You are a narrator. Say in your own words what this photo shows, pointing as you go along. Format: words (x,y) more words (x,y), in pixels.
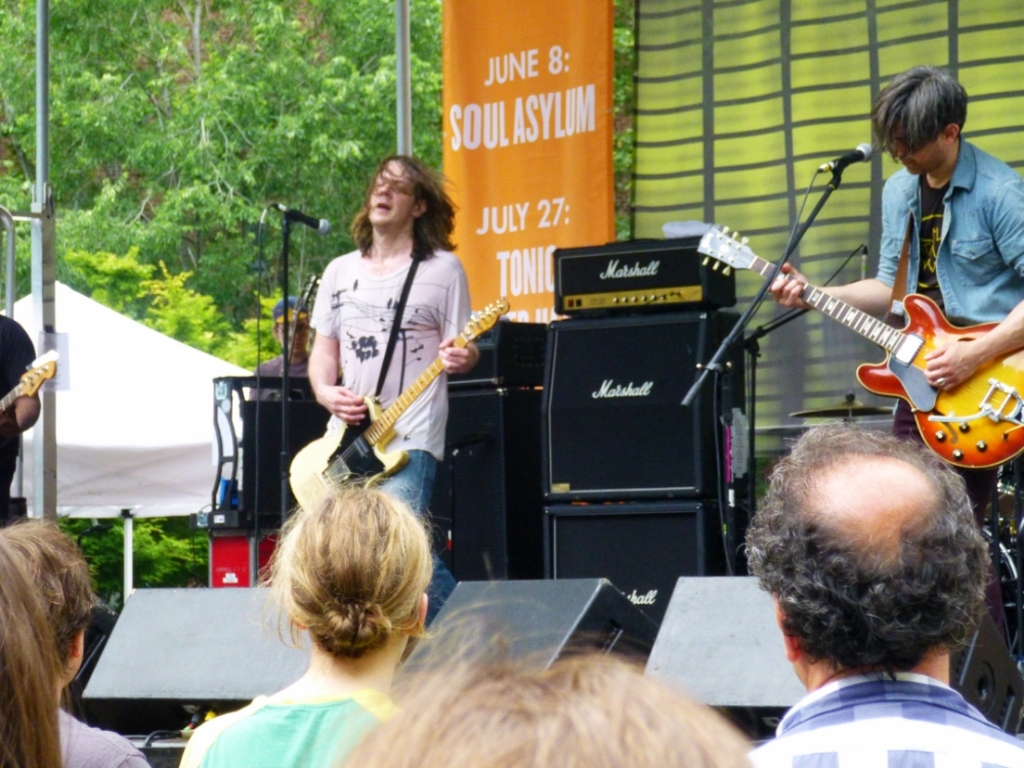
This image is clicked in a concert. There are two men (371,369) playing guitar (939,339). Behind them there are speakers (642,407). To the left (204,215), there are trees (215,200) and tent (191,415).
